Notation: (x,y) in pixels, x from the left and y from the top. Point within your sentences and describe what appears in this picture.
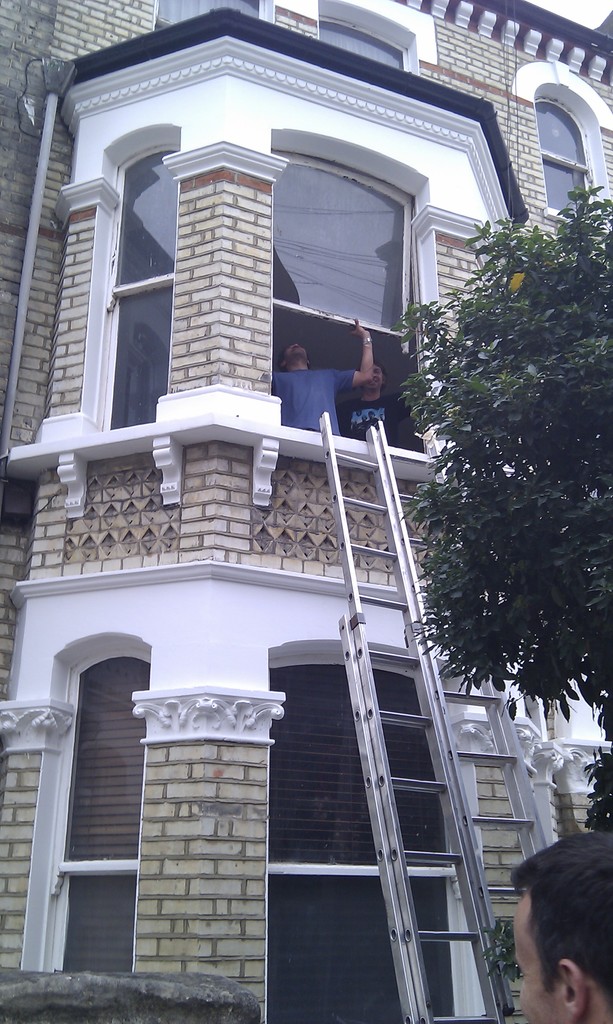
In this picture there is a building (336,664) which has a ladder (428,736) in front of it and there is a person (343,387) holding a glass window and there is another person (369,395) beside him and there is a person (543,940) and a tree (566,371) in the right corner (565,415).
